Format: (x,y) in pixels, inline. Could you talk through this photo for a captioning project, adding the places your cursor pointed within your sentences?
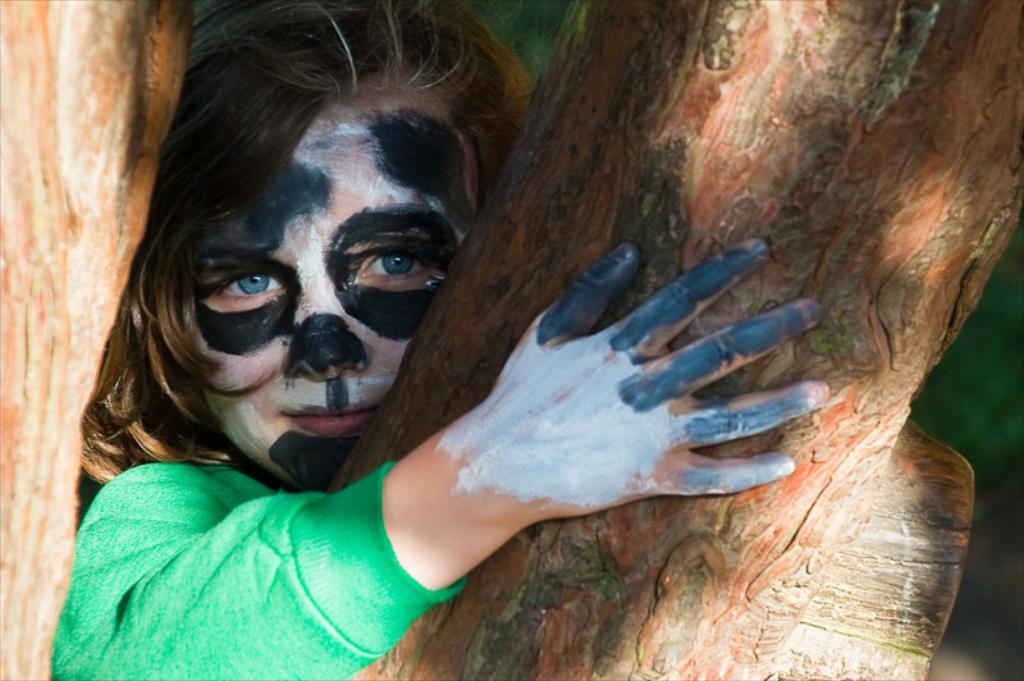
In this image we can see a girl (188,237) holding a tree branch (628,220).
